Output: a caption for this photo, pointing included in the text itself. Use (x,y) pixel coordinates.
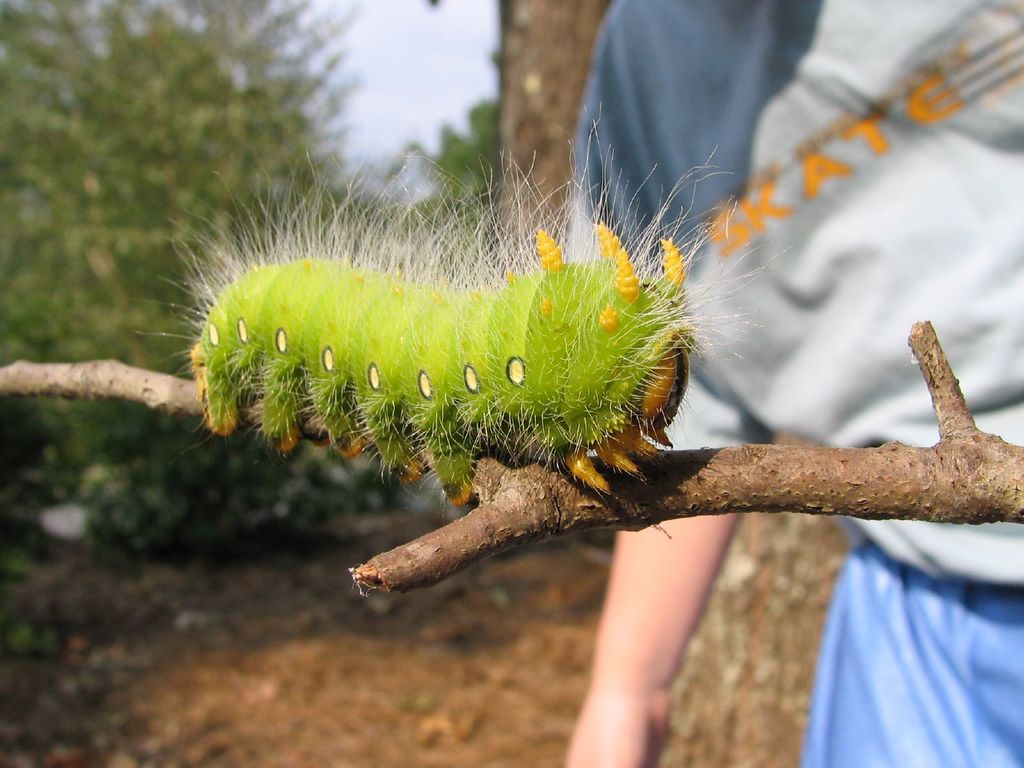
In this picture I can see a caterpillar (546,312) on the branch (733,460), there is a person (749,237), and in the background (707,632) there are trees (65,135).
